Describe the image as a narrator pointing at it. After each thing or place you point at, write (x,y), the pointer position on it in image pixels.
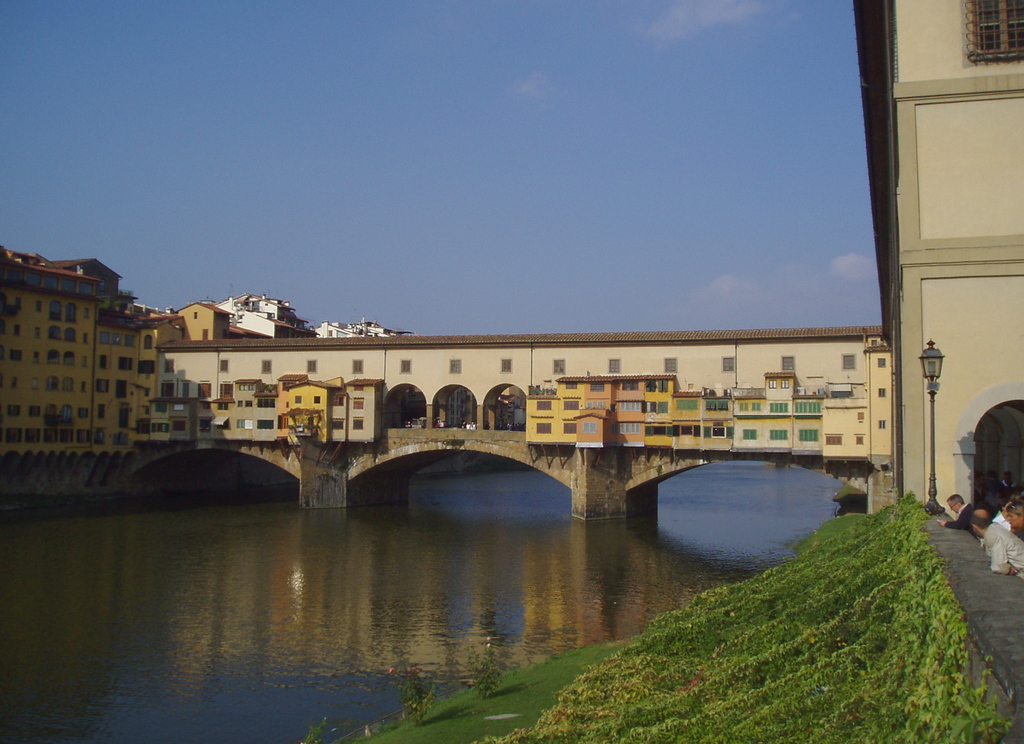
In this picture I can see there is a lake (416,666) and there is a bridge (387,466) on the lake (445,663) and there are buildings (482,406) constructed on the bridge (433,418) and there are plants (954,644) and grass (460,741) on to right side (741,686). There are few people (966,515) standing and the sky (553,181) is clear.
